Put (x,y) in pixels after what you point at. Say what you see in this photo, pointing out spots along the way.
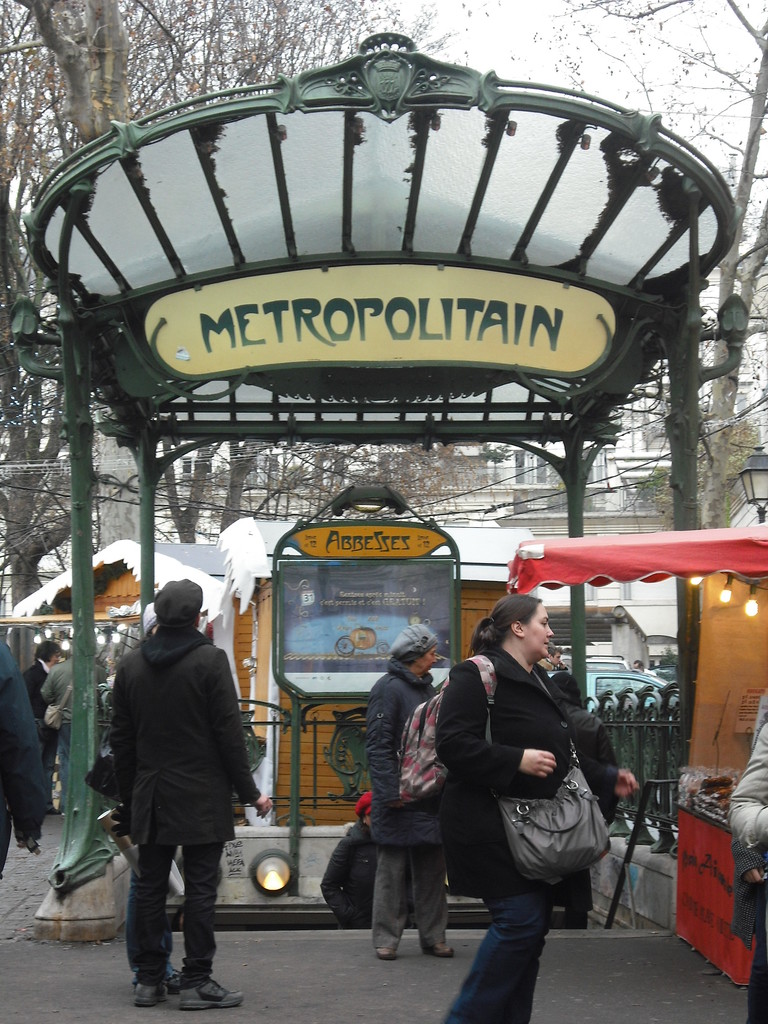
In this image there are people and we can see a shed (319,309). On the right (725,597) we can see a tent (669,542) and lights (727,582). In the background (123,621) there are cottages (123,614), trees (704,431), buildings (517,458) and sky (508,73).
